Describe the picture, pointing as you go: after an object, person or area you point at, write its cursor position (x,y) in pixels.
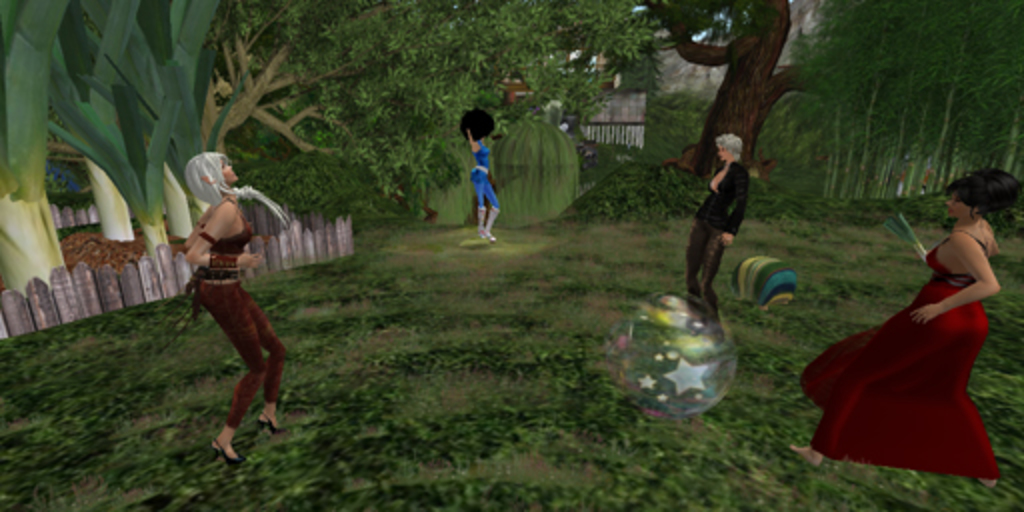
In this picture there is a cartoon image for four people (931,377), standing in the garden (493,360). Behind there are some trees (284,99). On the left side (140,99) there are some leeks (154,148).
